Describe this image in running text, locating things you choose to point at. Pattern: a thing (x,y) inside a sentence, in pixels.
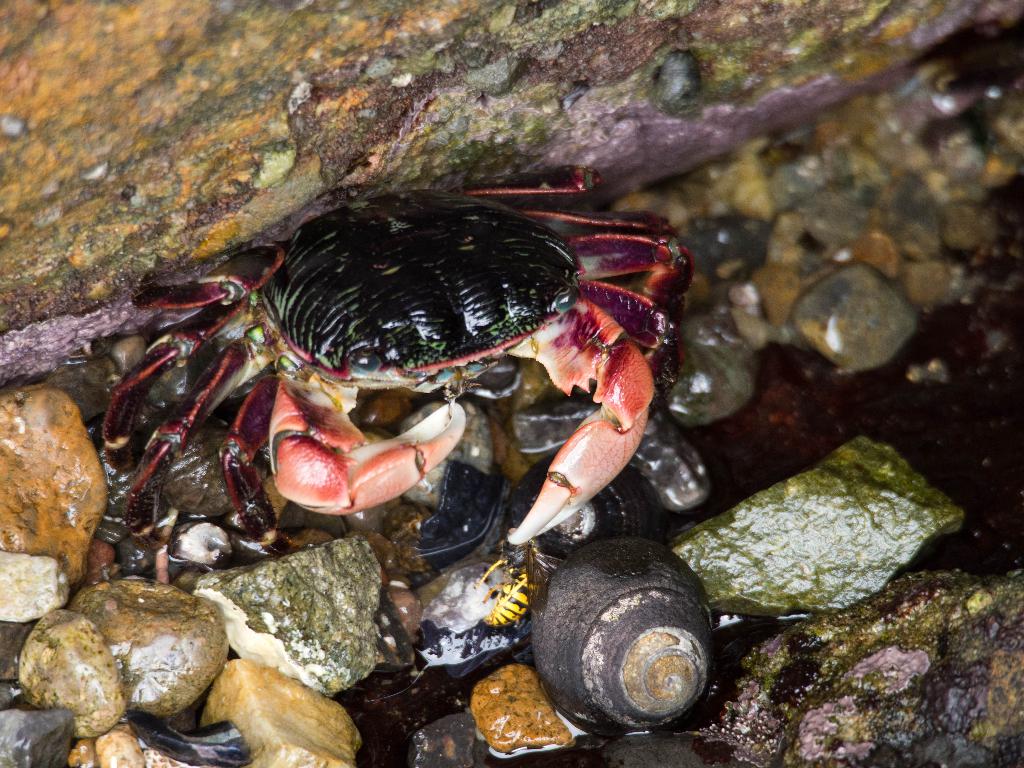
The picture consists of stones (846,546), water (947,456), snail (656,638) and a crab (301,371).
